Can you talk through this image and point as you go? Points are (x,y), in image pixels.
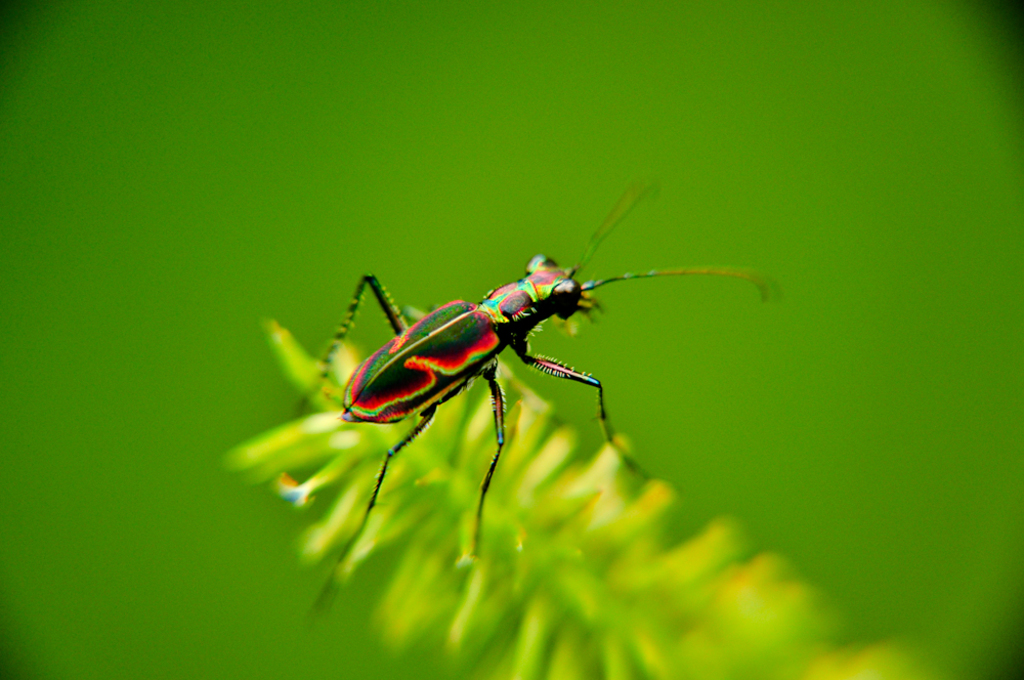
In this image there is a small insect (411,436) on the leaves (508,564). In the background (455,220) there is green colour.
